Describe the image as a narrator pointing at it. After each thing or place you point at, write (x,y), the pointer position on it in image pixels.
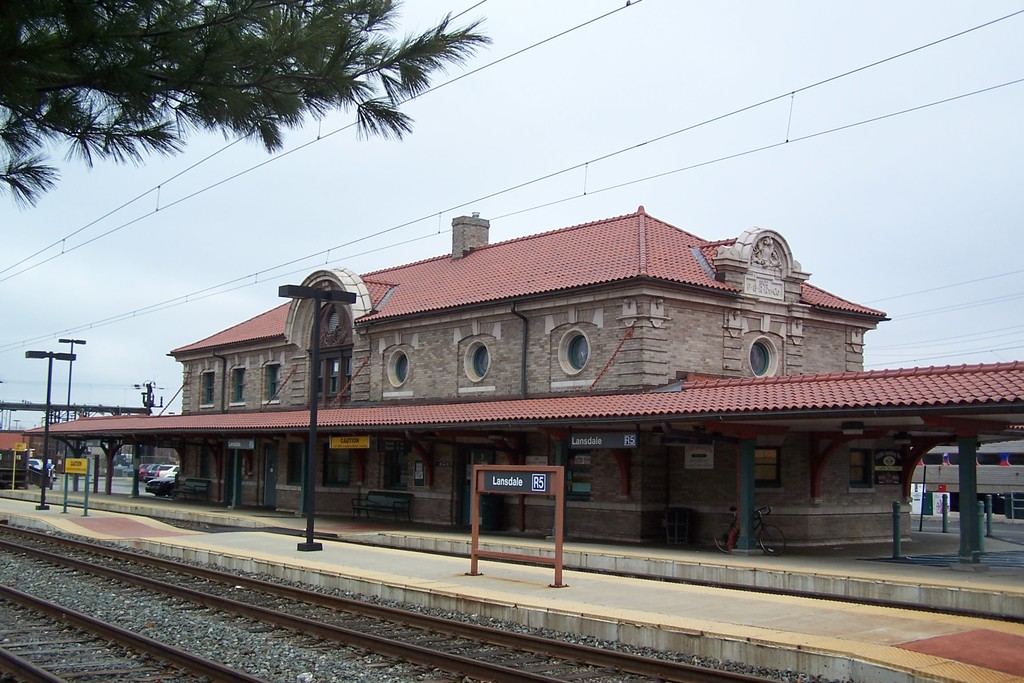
In this image, there is a railway station (629,379). There are poles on the platform (129,502). There are tracks (220,596) in the bottom left of the image (129,639). There are branches (141,90) in the top left of the image (152,89). In the background of the image (373,200), there is a sky (885,207).
